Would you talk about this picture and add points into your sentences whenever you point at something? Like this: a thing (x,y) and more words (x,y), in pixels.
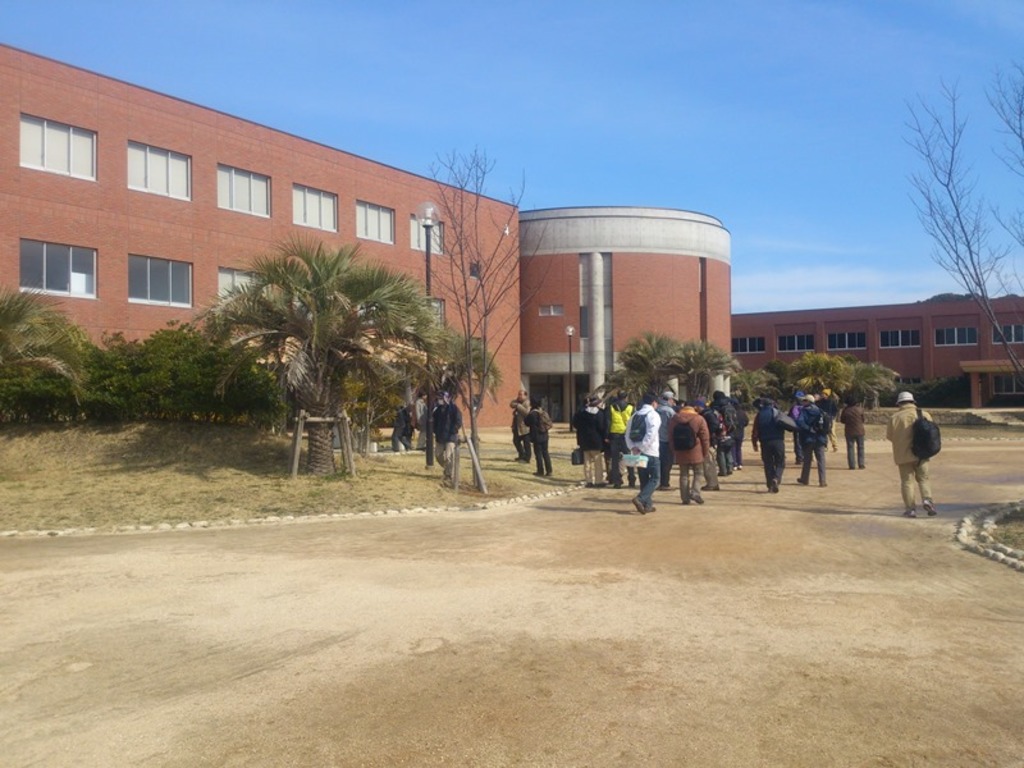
In the right side (824,480) few people (701,495) are walking on the way (743,490). In the left side (323,398) there are trees (221,387), behind them, there is a building (94,172). At the top (581,108) it's a sunny sky (581,108).
